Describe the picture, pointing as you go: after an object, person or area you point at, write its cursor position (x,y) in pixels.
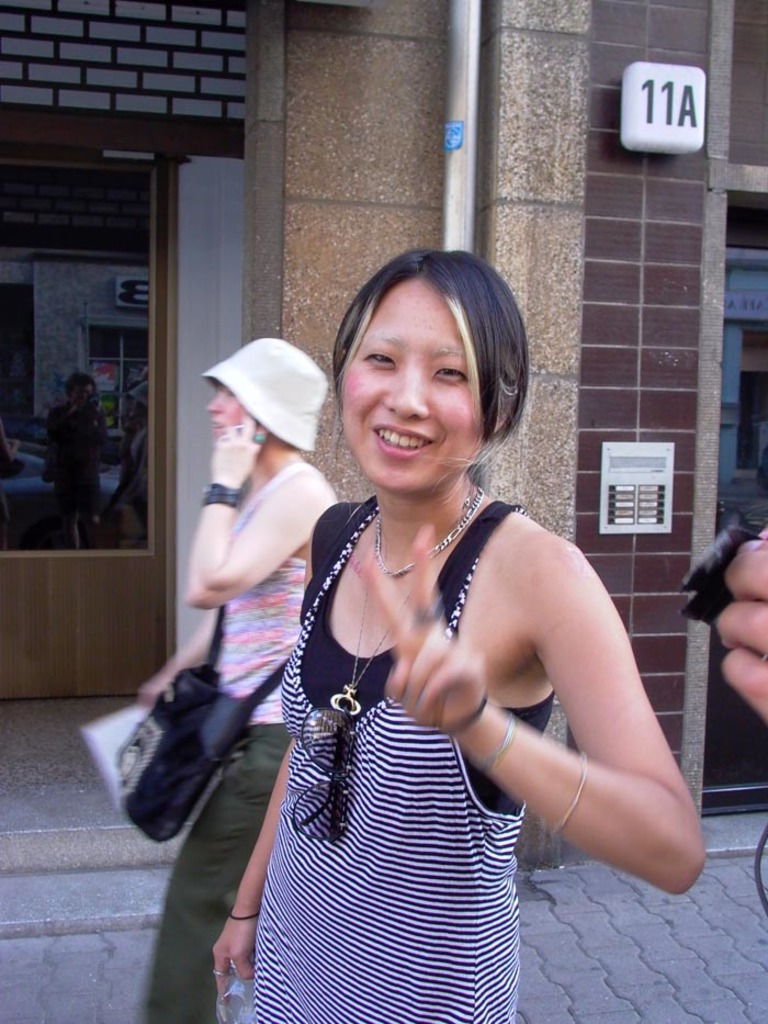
In this image we can see women (679,886) standing on the road (662,916). In the background (442,87) there are wall (406,163), pipeline (472,95) and windows (155,483).
